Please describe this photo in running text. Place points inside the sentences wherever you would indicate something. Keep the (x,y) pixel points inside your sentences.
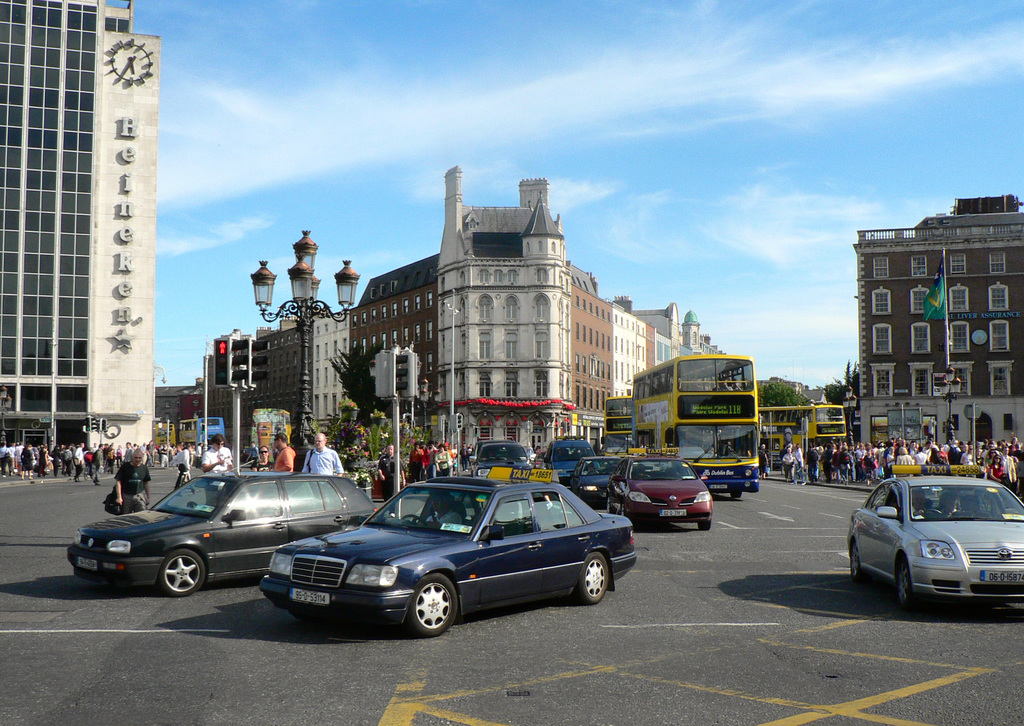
In the foreground of the image (416,654) we can see cars (859,524) and some people (24,462) are walking on the road (729,579). In the middle of the image (617,328) we can see the buildings (497,306). On the top of the image (505,119) we can see the sky (711,119).
